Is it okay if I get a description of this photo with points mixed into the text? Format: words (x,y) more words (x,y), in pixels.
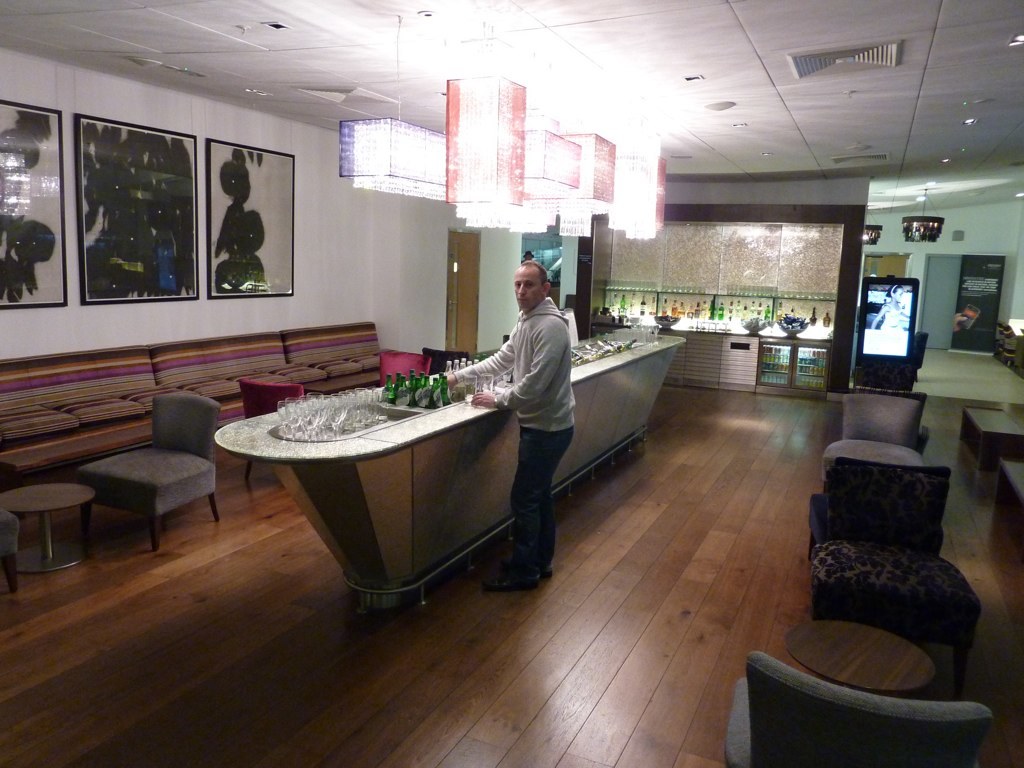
In the center (522,329) we can see one person (543,414) standing and holding glass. In front (431,403) we can see table (374,414) on table (374,414) we can see number of bottles (431,378). On the right (860,596) we can see tables (998,412), chair (920,574), screen (874,338). On left side (202,372) we can see couch (333,352), chairs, tables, frames (276,226), wall (372,246), lights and back we can see cupboard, shelves (737,318) and few objects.
